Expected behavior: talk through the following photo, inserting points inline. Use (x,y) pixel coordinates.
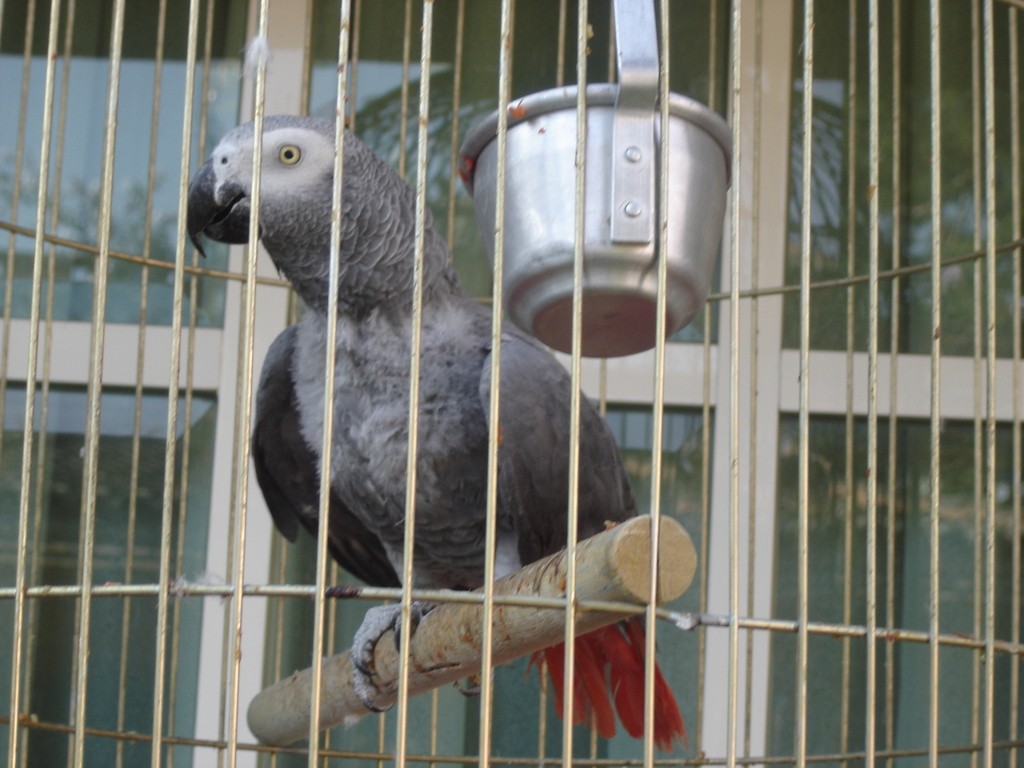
There is one bird (525,413) and an object (557,215) is present in a cage (652,602) as we can see in the middle of this image (491,455).
